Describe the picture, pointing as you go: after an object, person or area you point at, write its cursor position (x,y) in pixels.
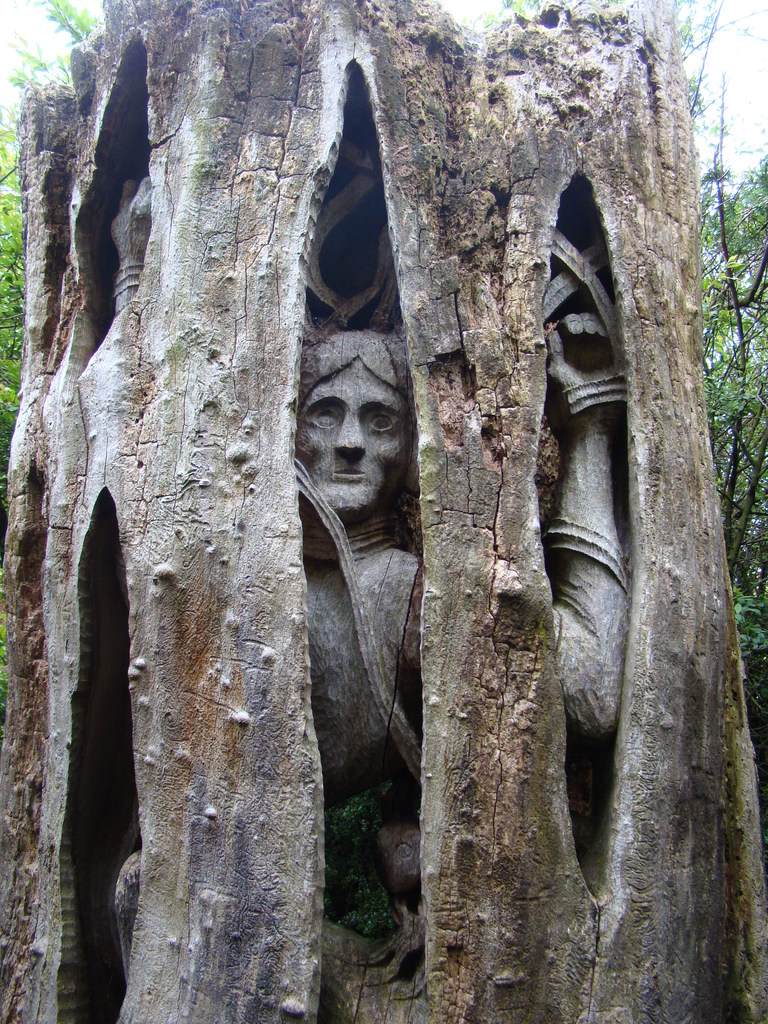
In this picture we can see a statue (403,558) in the tree (230,480), in the background (709,383) we can find few more trees (728,284).
